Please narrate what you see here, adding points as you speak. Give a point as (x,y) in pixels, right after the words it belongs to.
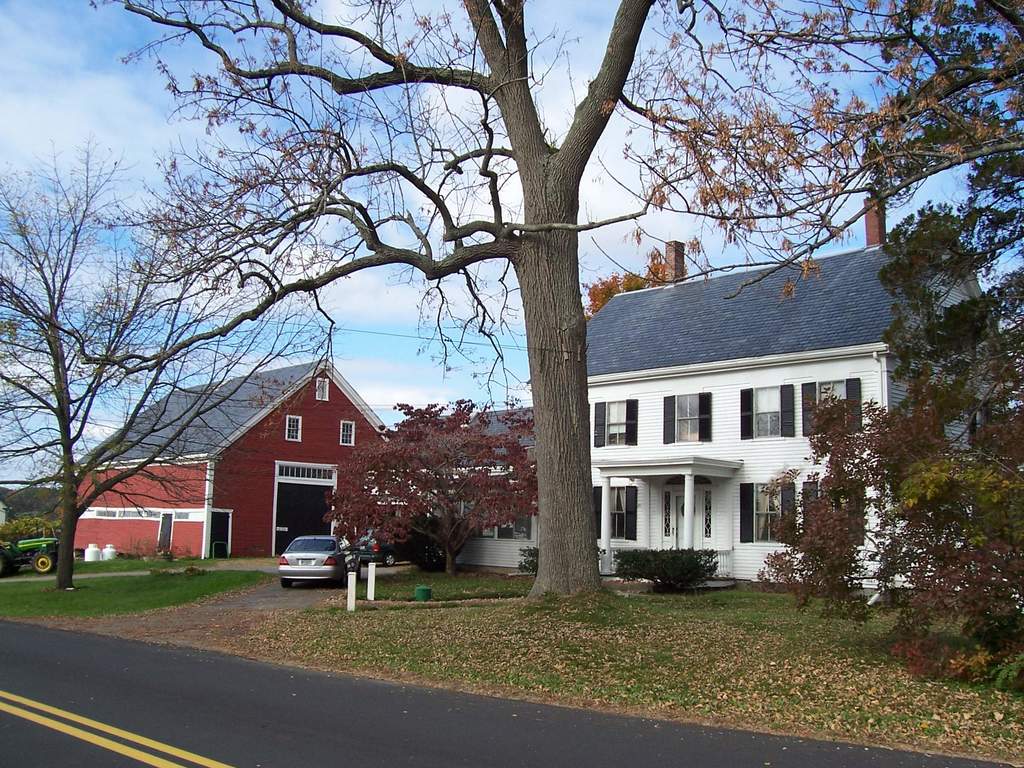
On the left side (165,765), there are two yellow color lines (11,714) on a road (340,703). On the right side (874,585), there are trees (965,593), buildings (238,395), vehicles (301,576) and grass (102,569) on the ground (698,626). In the background (57,59), there are clouds (57,59) in the blue sky (151,237).
